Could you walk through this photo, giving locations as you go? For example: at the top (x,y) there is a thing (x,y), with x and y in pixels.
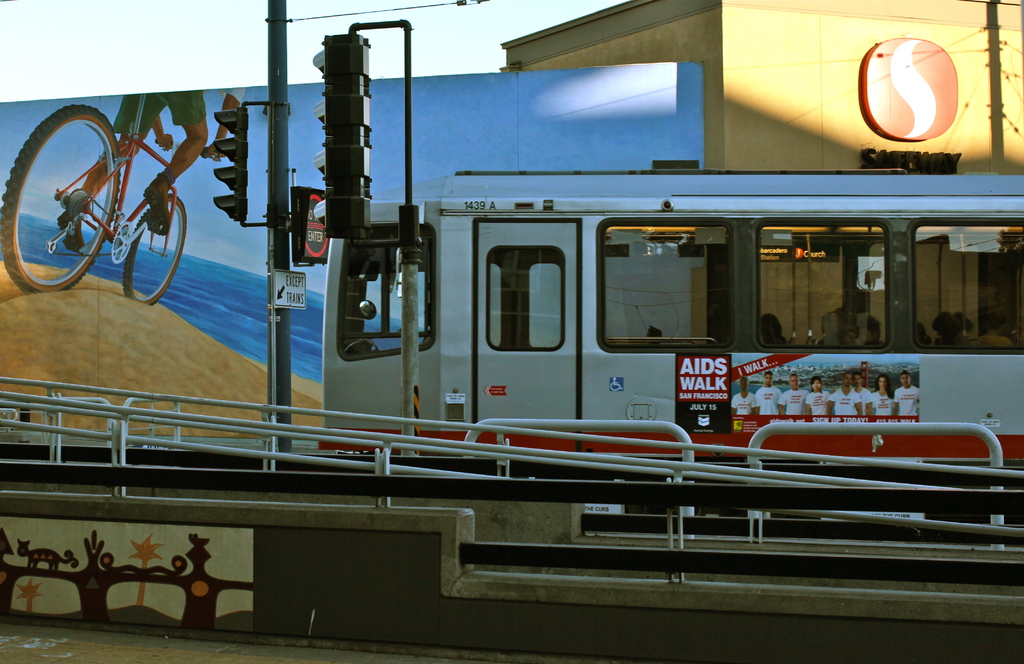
In this picture there is a train (719,224) in the center (525,359) which is towards the right (842,313). On the train (735,440) there is some poster (898,388). Beside the train (377,284) there are signal lights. At the bottom (419,561), there is a bridge (469,553). In the background (188,186) there is a building (801,80) and a wall (202,391). On the wall (110,353), there is some painting (224,223).
